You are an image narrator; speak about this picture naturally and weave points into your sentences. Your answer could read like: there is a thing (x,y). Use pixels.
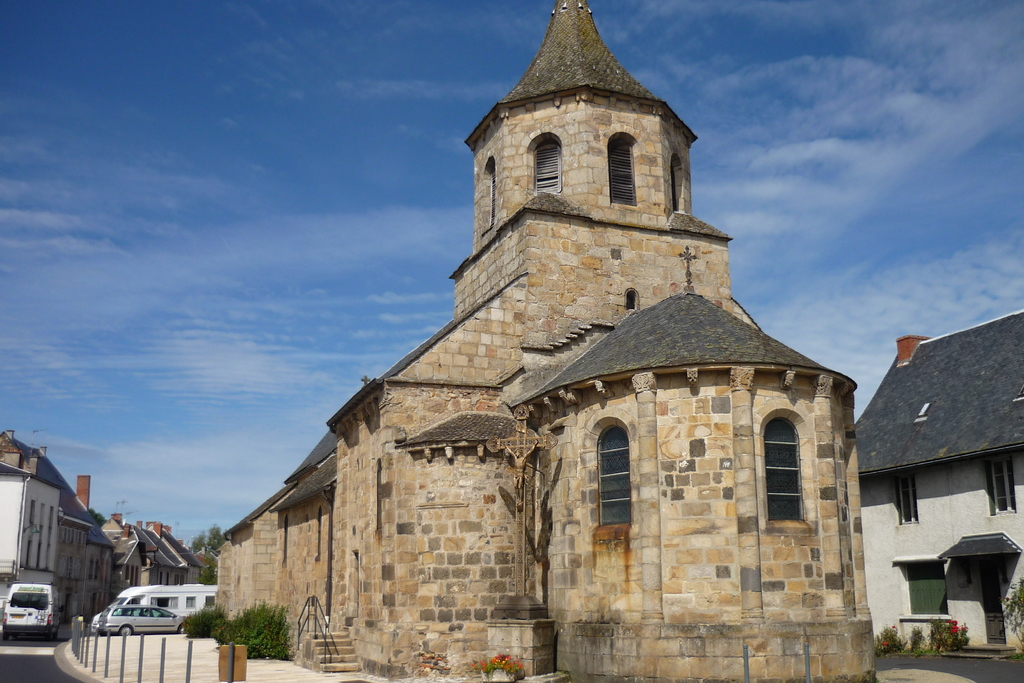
In the center of the image (572,447) there are buildings (298,563). On the left (58,623) there are vehicles (119,608) and we can see bushes (256,621). At the top (138,216) there is sky (392,125).
